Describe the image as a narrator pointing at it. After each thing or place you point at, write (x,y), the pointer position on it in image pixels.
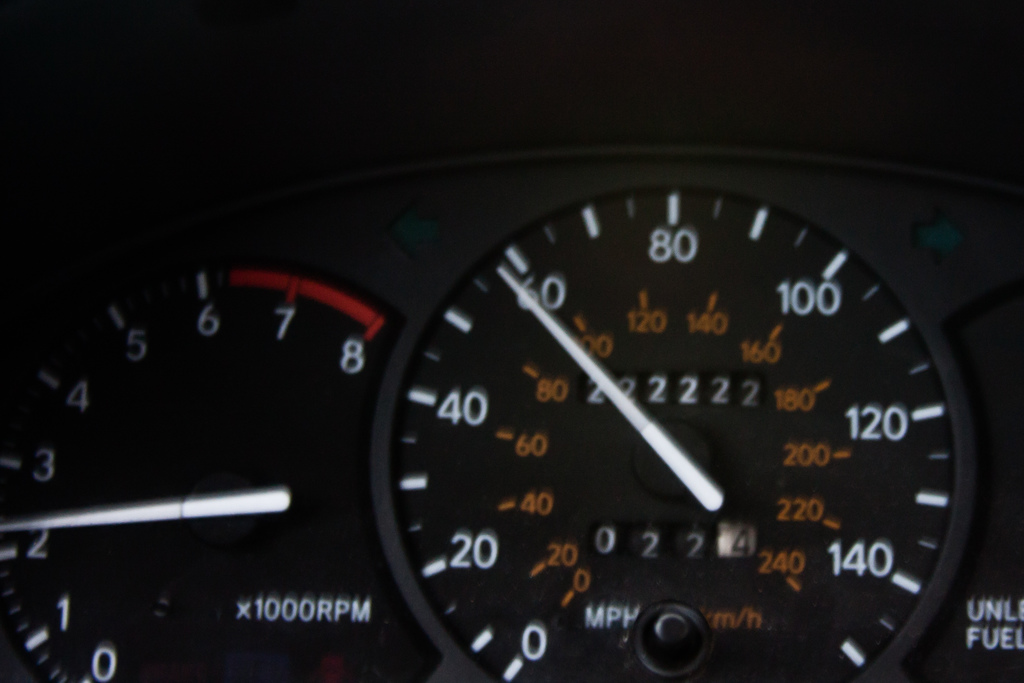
In this image we can see a dash gauge (636,641).
